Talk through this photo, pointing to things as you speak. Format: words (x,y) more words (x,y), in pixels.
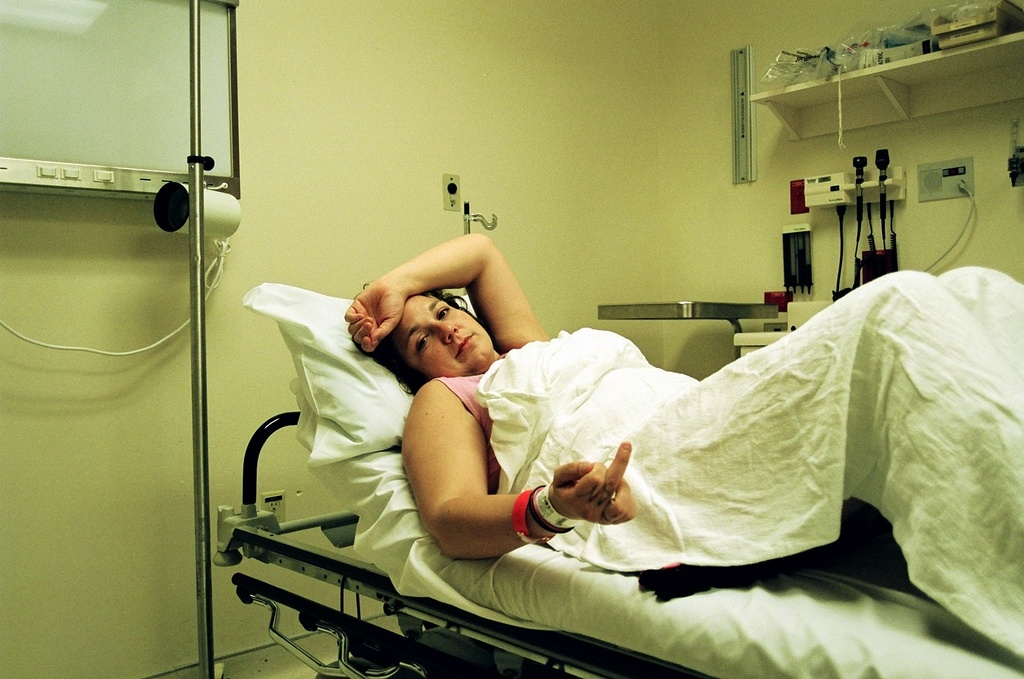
In this image we can see a person (439,464) lying on the bed (568,596) and showing the finger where we can see pillow (331,432) on it. In the background (99,439) we can see the stand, wall (108,321) and a few machines (797,271) here.
